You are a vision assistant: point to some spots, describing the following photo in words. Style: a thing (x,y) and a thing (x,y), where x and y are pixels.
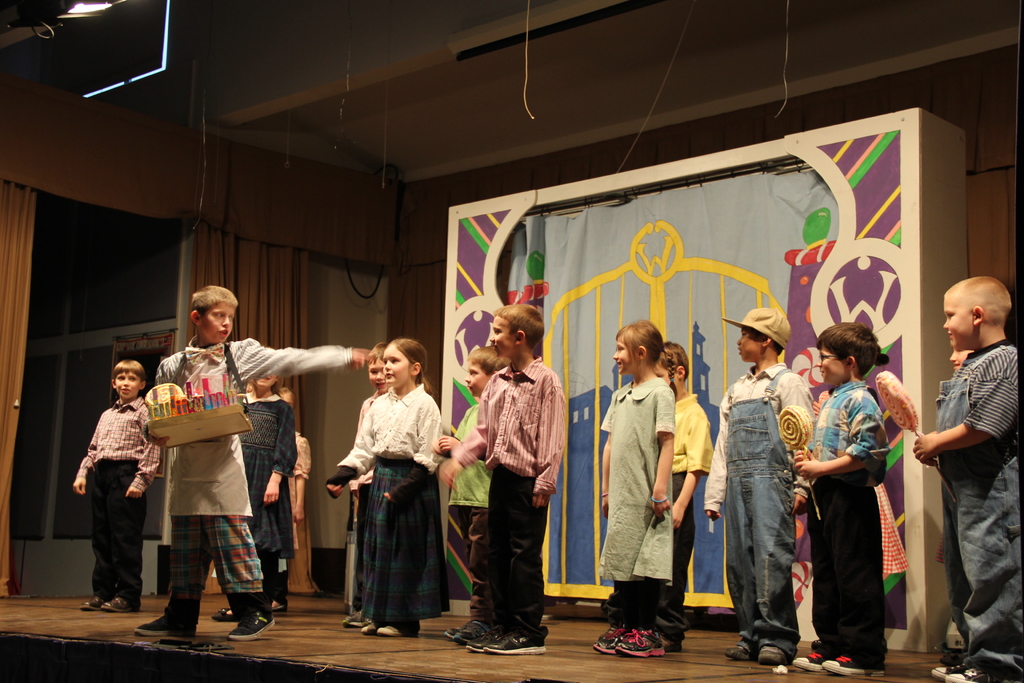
In this image we can see the children (535,433) on the stage (375,647). In the background (830,232) we can see the curtain (297,199). At the top (379,44) there is roof (390,61) for shelter. We can also see few people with the objects (200,413).
